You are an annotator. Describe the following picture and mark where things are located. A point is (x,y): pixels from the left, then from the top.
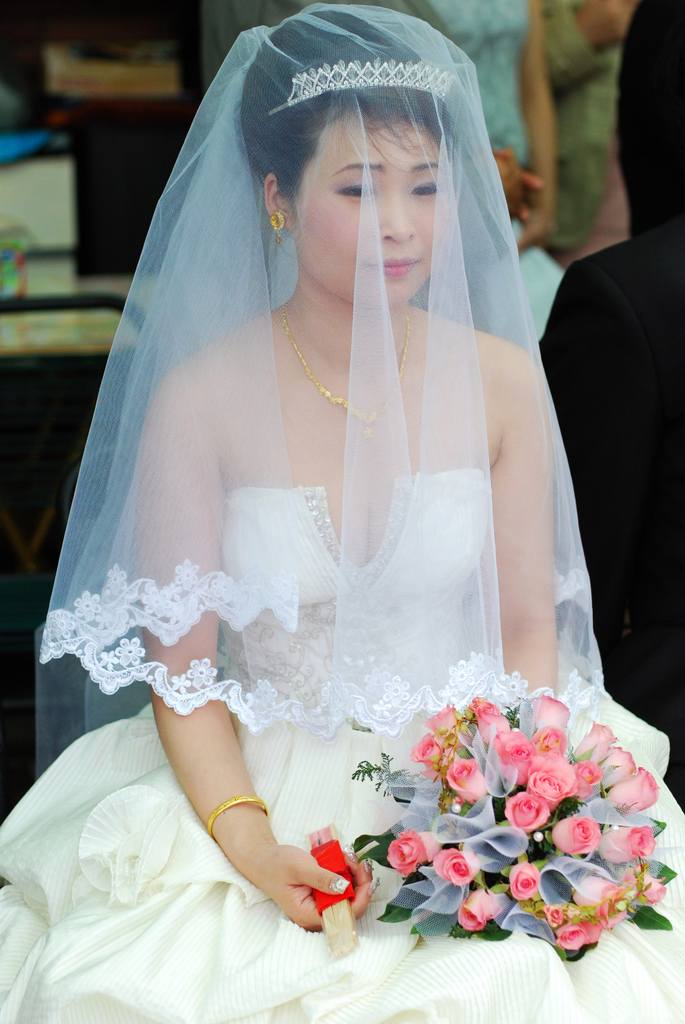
In this picture there is a woman (487,483) who is wearing white dress (240,990), bangles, earrings (271,222), locket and crown (421,69). She is holding the flowers bouquet (515,795) and some red object (334,921). She is sitting on the chair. In the back (491,115) I can see some people (574,49) who are standing near to the table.
